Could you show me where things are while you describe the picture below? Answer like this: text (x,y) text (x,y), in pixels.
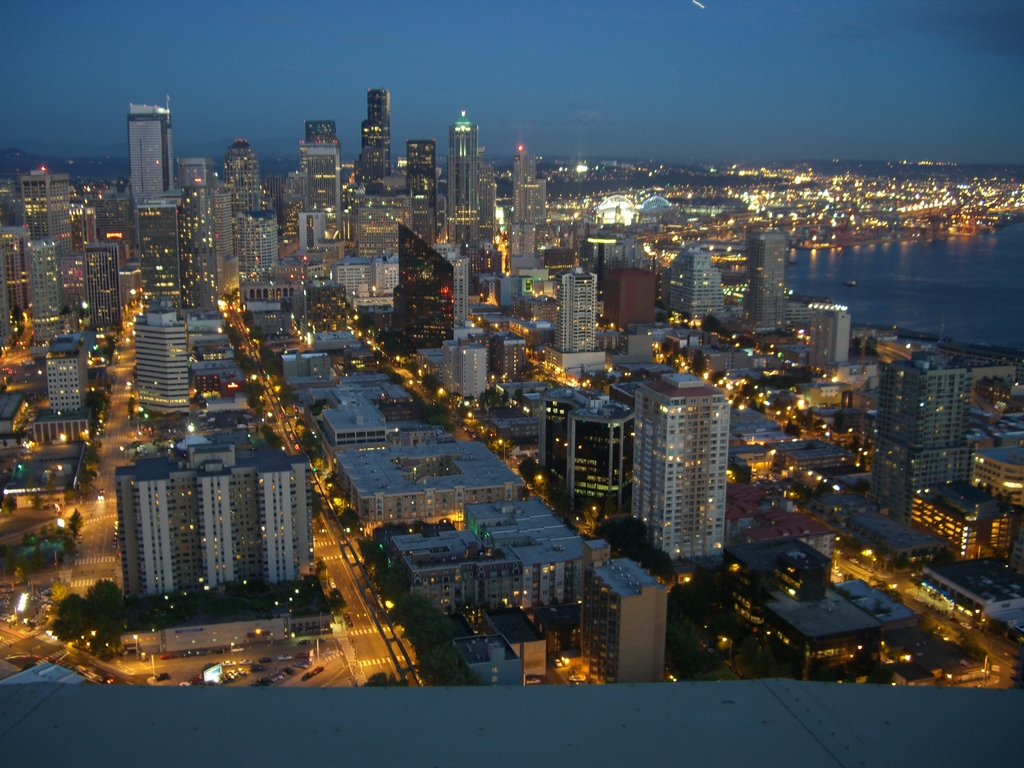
There are buildings (656,217) having lights (142,242), there are roads (343,671), trees (424,644), there are vehicles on the roads (94,566) and there is water (1007,270). In the background (713,46), there are clouds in the blue sky (529,16).
